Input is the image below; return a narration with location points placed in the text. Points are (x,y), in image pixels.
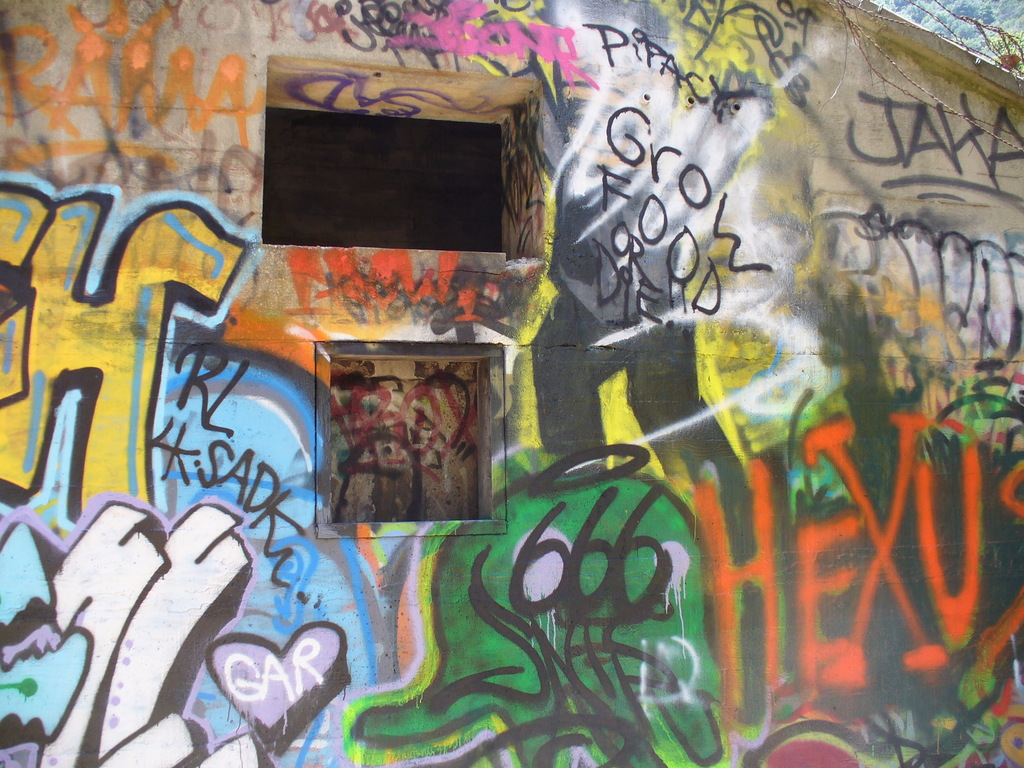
In this picture we can see graffiti (528,393) on the wall (525,508) and behind the wall (416,463) there is a fence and trees (1003,5).
